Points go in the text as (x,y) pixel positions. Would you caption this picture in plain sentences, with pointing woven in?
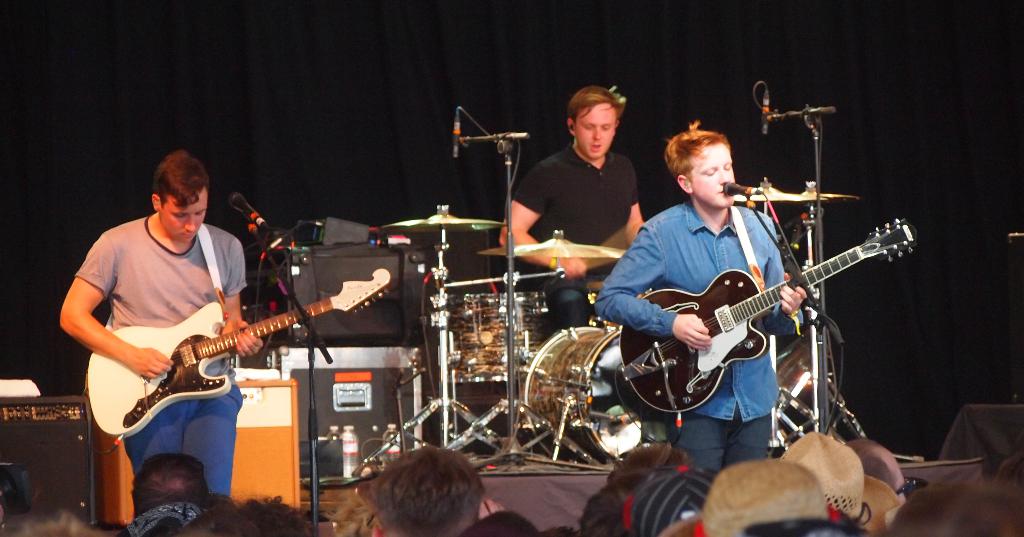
In this image there are three people (647,256) on stage (490,470) two are playing guitar (690,300) and one is playing drums (543,246) and in the middle of the stage (490,470) there is a speaker (358,274), drums (581,250) and there is a microphone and at the bottom (427,461) there are audience (472,471) and at the back (320,111) there is a black curtain (401,97).
